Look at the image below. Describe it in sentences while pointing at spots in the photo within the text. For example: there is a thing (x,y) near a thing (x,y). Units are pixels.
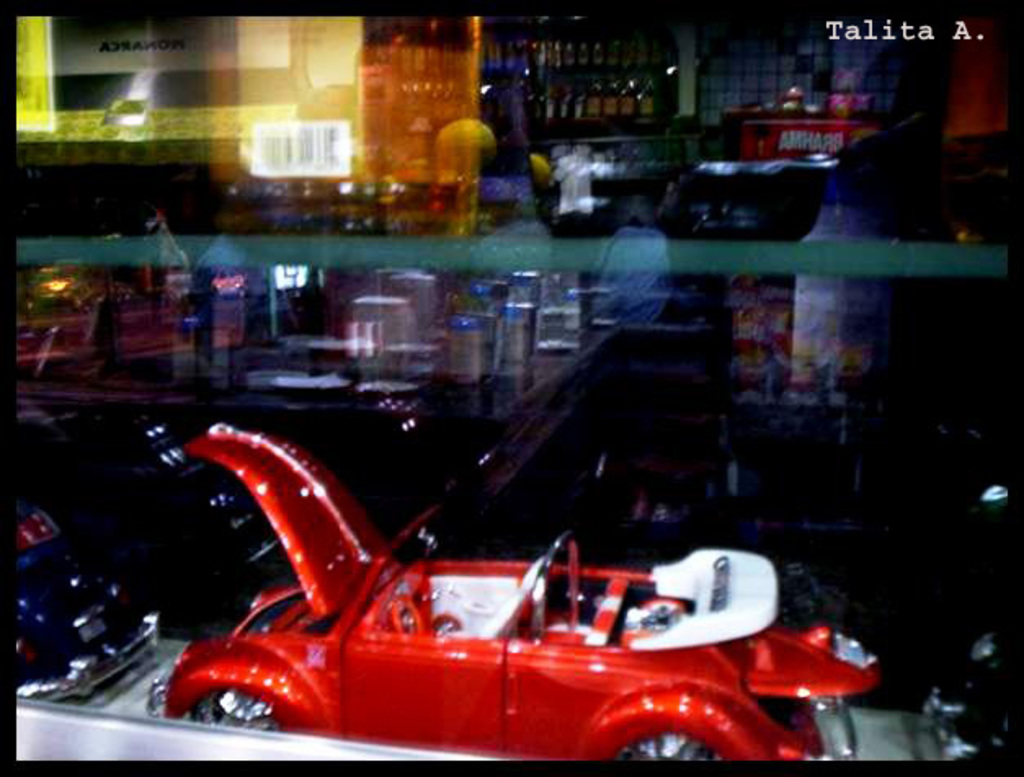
In the foreground of the picture (160,686) I can see the glass window (976,57). I can see the toy cars (728,556) at the bottom of the picture (723,589). I can see the alcohol bottles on the shelf (591,43) at the top of the picture (509,59).
